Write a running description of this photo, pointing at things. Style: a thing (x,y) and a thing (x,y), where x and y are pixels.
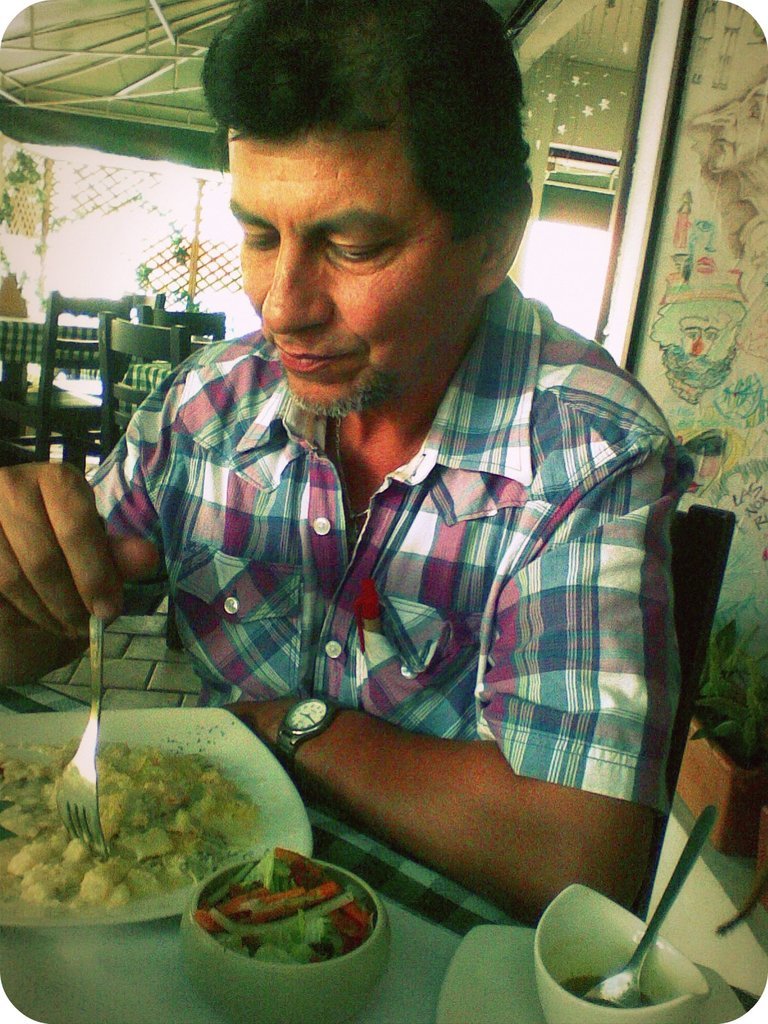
This image is taken in a restaurant (363,403). In this image there are so many tables (444,886) and chairs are arranged, in the one of the table (400,936) there is a food item (149,864) placed on a plate (90,868), beside the plate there are two bowls (575,972) are arranged on a table (101,1003), in front of the table (424,965) there is a person (283,614) sitting and holding a fork (92,611) in his hand (5,621) and placed it on the plate (102,876). In the background (750,300) there is a wall (753,279) and net fence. At the top of the image (143,66) there is a ceiling (109,101).
